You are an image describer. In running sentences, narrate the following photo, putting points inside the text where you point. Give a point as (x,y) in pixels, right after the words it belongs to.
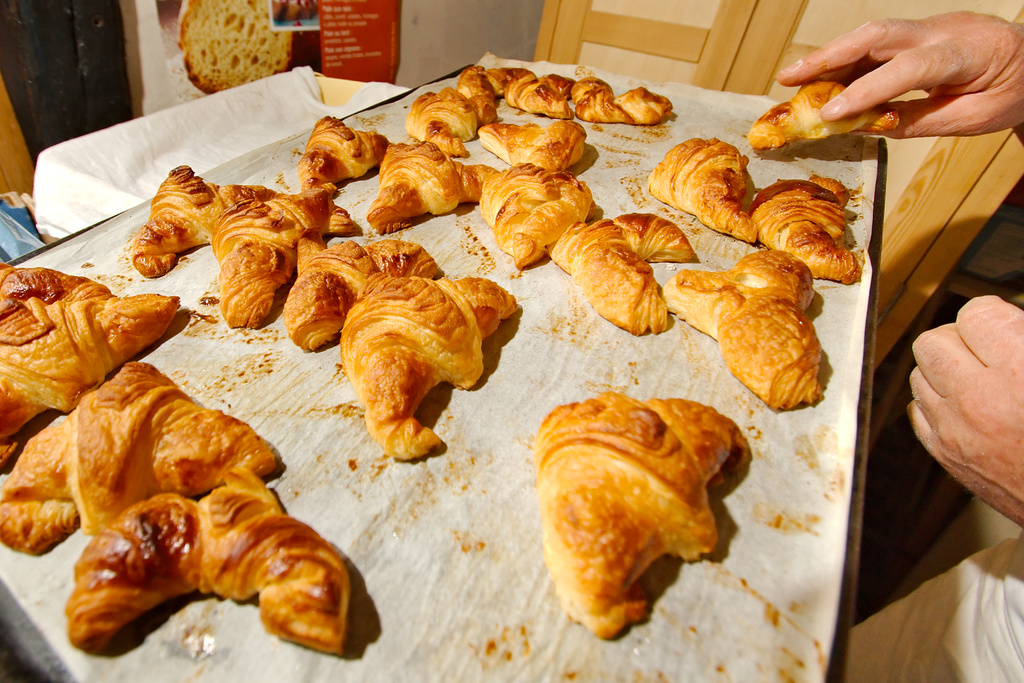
In this picture I can see there is a food (422,439) placed on the tray (754,133) and the person (956,131) on the right side (1018,587). In the backdrop (366,56) I can see there is a poster (370,37) and there is a wall (404,64).
